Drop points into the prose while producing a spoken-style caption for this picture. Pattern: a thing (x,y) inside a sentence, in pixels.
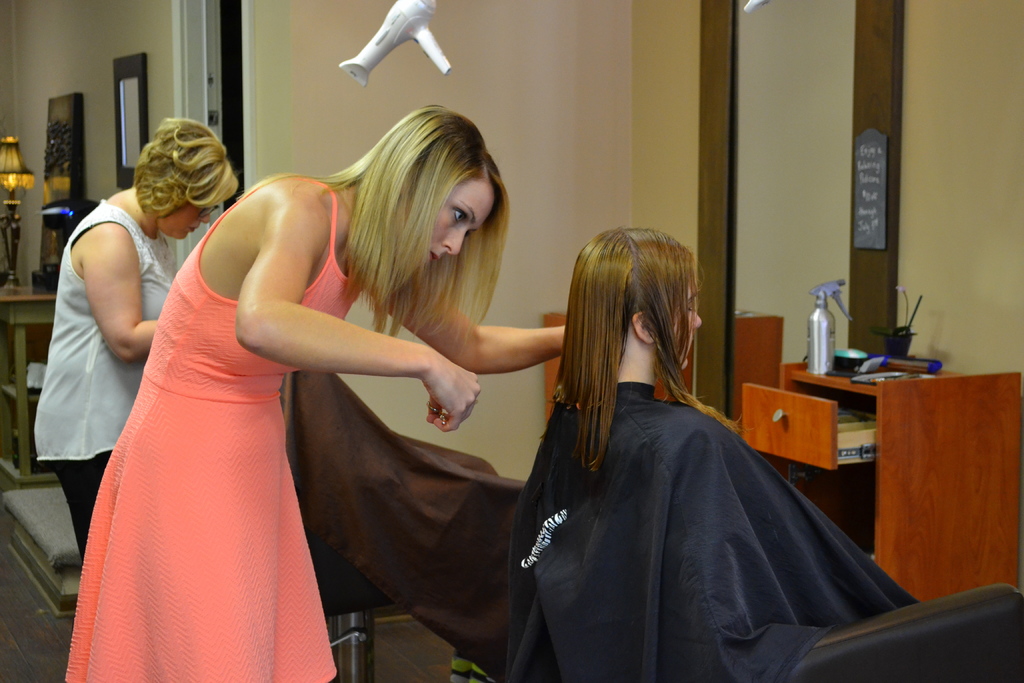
In this picture i can see two women (216,413) are standing and other two persons (590,466) are sitting on chair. On the right side (821,358) i can see mirror (703,183), a table (862,458) on which i can see some objects (874,364) and a drawer (858,425). On the left side (18,154) i can see light lamp (5,165) and other objects (129,91) attached to the wall (111,86).
